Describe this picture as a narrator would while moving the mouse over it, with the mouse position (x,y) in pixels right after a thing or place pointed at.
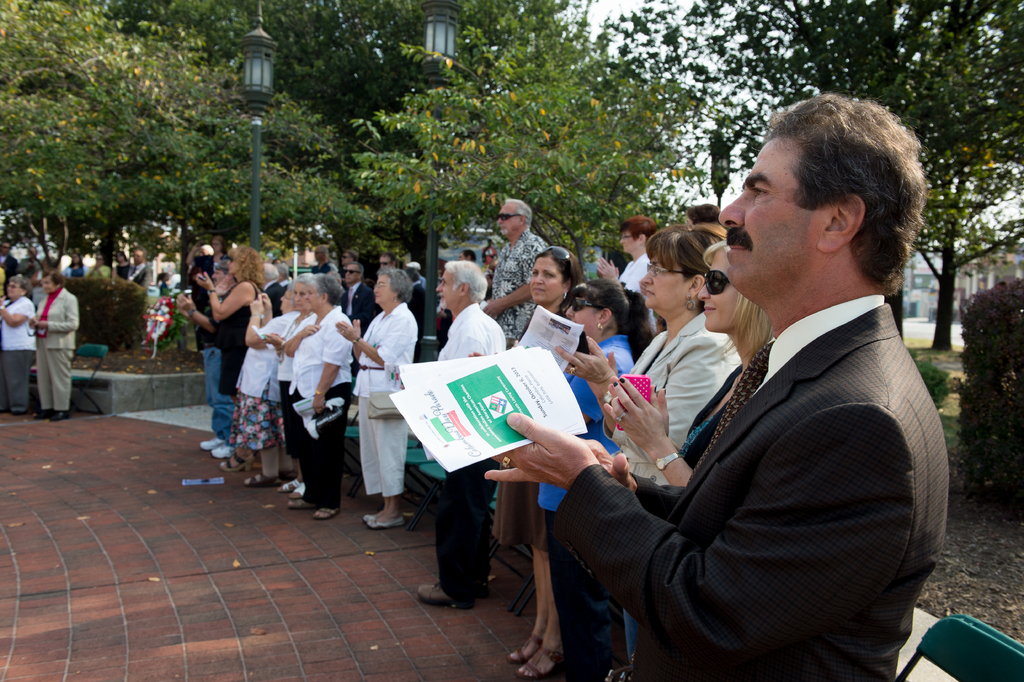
In this image I see a number of people (879,596) standing on the path (215,469) and there are chairs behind them which are of green in color. In the background (194,3) I see a number of trees (142,10) and few plants (1012,469) and 2 street lights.
